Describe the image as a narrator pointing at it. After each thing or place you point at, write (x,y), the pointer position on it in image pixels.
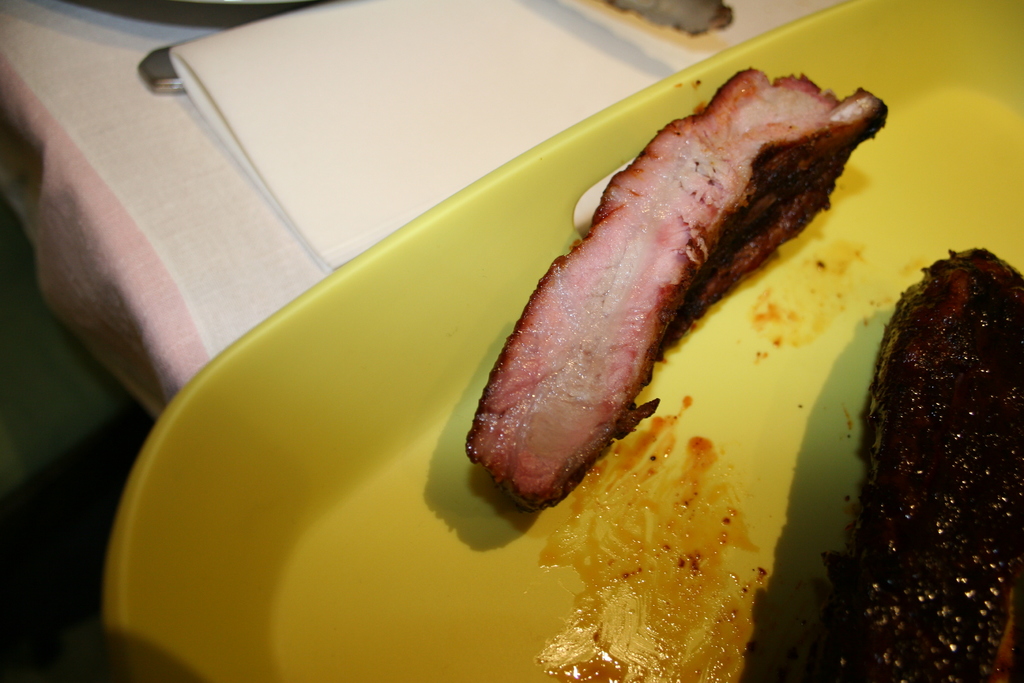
In this image I can see the food (935,569) in brown color and the food (890,540) is in the yellow color plate (329,481) and background (454,77) I can see some object (466,101) in white color.
